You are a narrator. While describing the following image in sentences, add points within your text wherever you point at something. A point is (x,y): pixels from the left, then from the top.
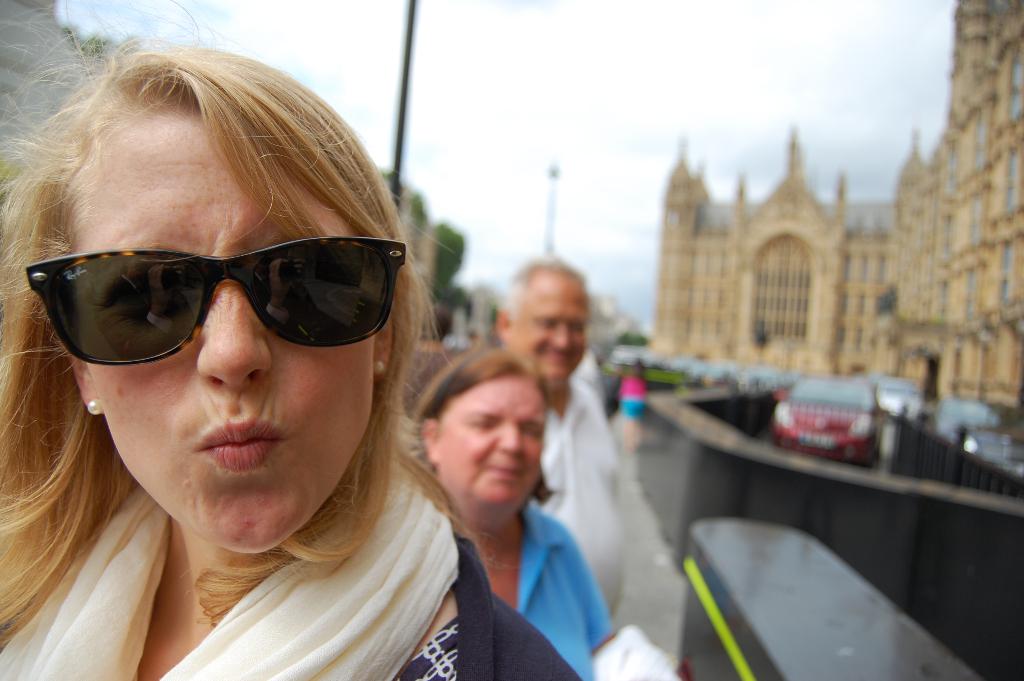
In the foreground (98,225) I can see a crowd (411,502). In the background (739,305) I can see vehicles (817,434) on the road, trees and buildings (667,336). On the top (491,156) I can see the sky (622,162). This image is taken during a day.
